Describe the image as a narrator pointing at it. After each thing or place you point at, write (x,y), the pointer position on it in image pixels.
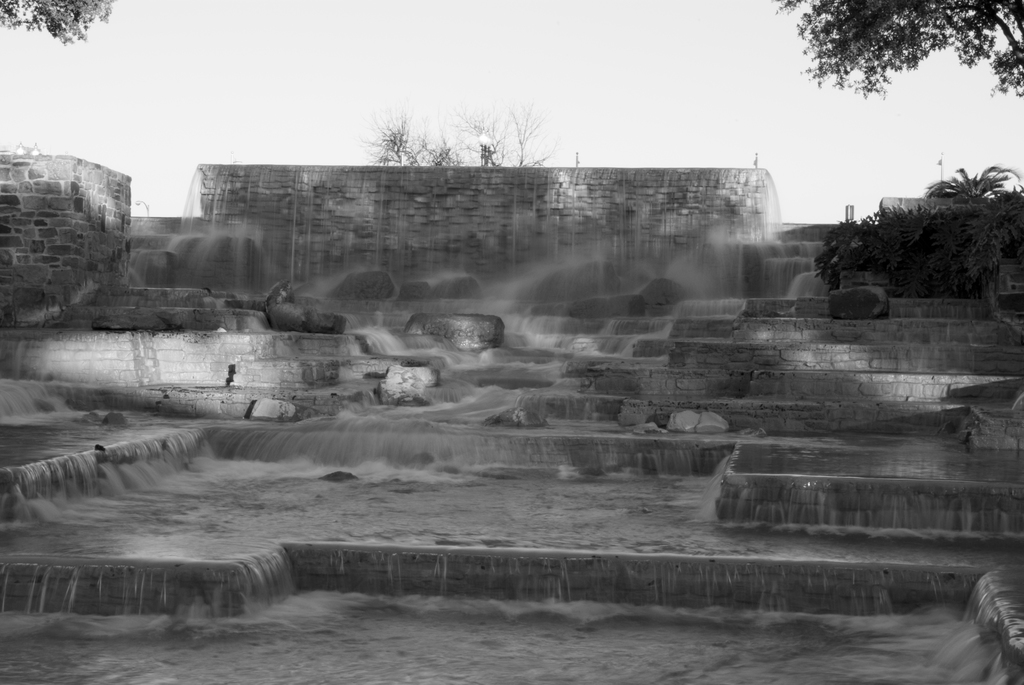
In this image there is a fountain type waterfall (629,445), on which we can see there are some stones (640,412) and beside that there are plants (1021,232) and trees (525,131).
